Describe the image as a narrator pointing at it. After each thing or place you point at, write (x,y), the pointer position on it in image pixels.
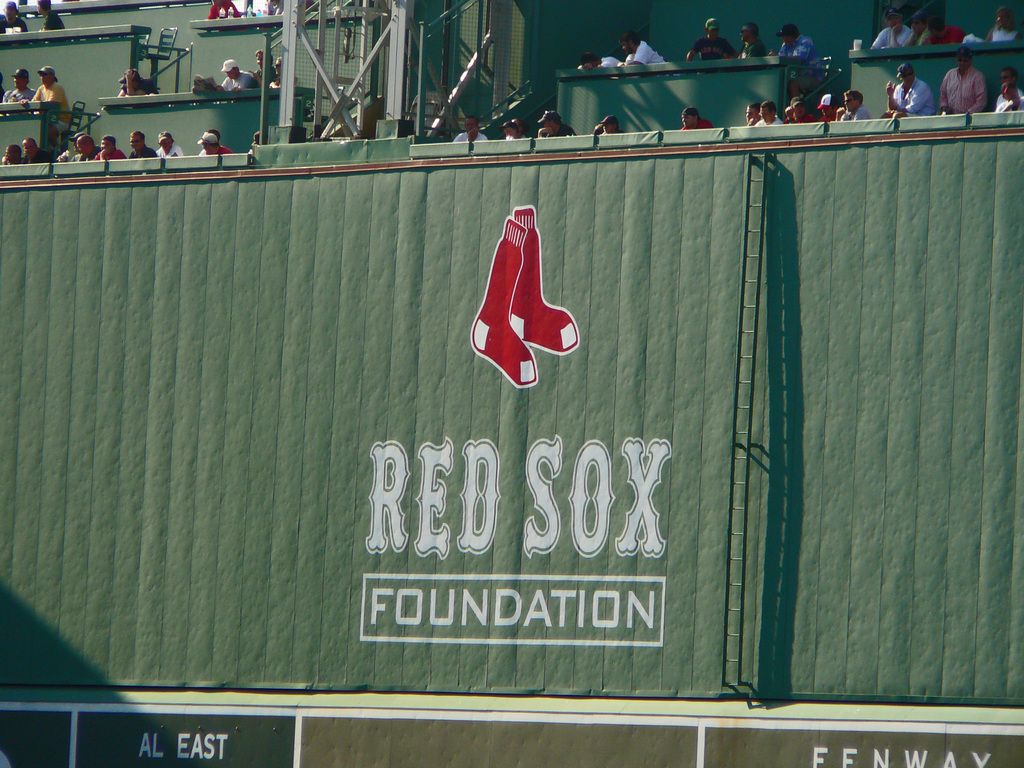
It's an advertising board (543,502), which is in green color few people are there at the top (507,132).
